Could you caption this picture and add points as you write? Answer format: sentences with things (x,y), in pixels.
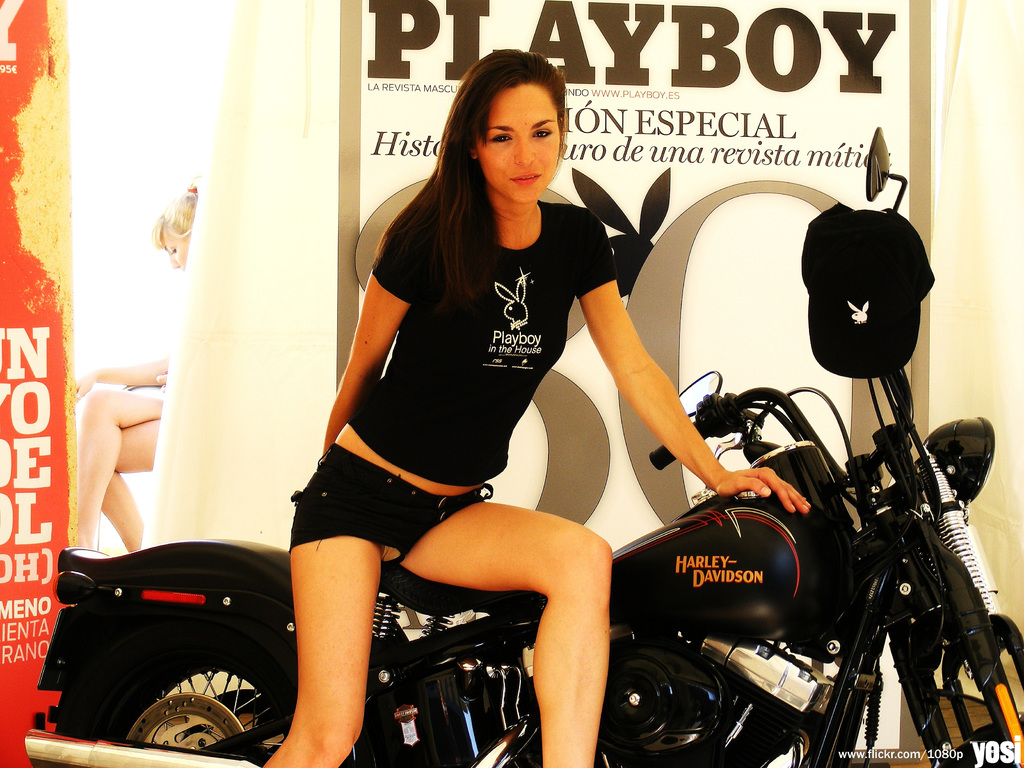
In this picture we can see woman (452,521) is sitting on a vehicle (693,672) back side there is a Banner (695,280) in the left (93,403) background (165,241) we can see a girl (109,431) sitting.
